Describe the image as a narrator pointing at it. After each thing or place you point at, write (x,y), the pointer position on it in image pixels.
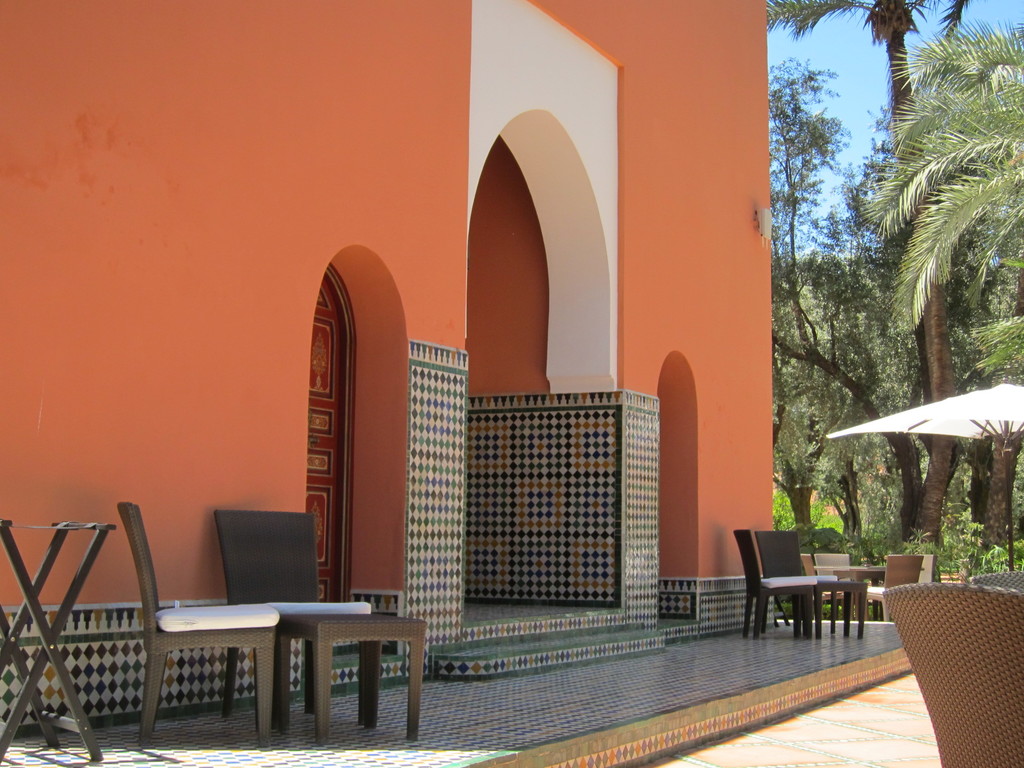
This image consists of a building (450,504). In the front (352,507), we can see a door (327,494). In the middle (565,271), there is an arch (578,281). On the left (151,717), we can see the chairs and a table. On the right (967,652), it looks like a sofa (993,602). In the background (912,311), there are trees (884,190). At the top (866,41), there is the sky (846,42).
